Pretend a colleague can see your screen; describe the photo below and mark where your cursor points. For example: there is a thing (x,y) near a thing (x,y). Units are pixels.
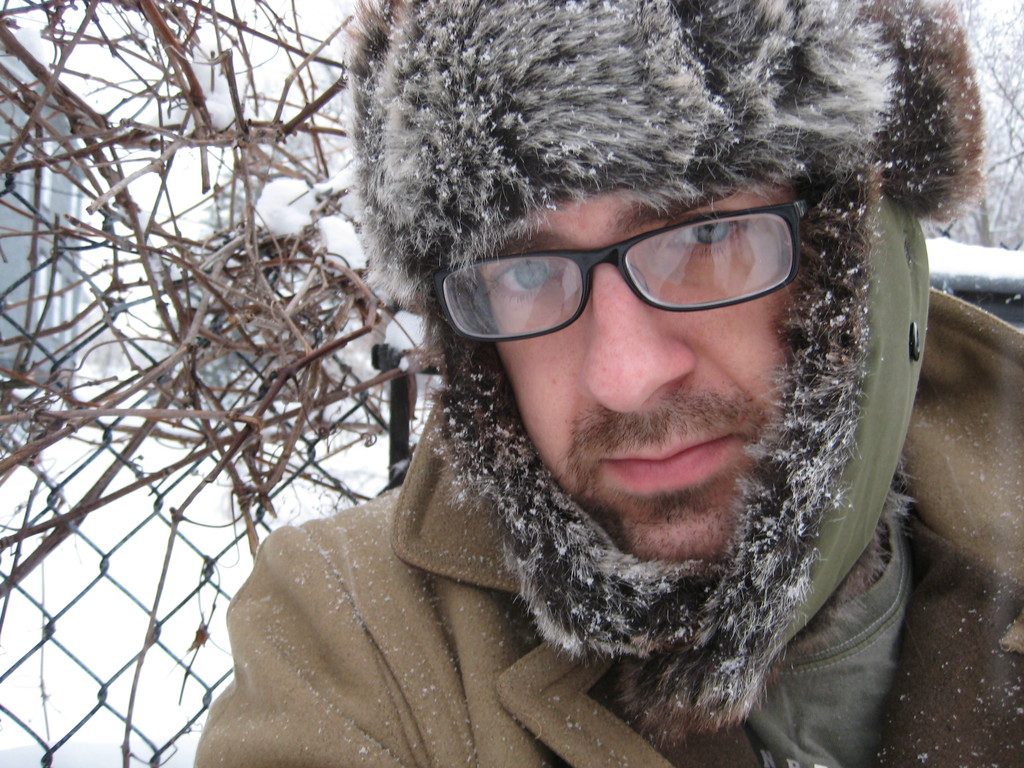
In the image there is a man (610,523), he is wearing a jacket (307,564). Behind the man (658,667) there is a fence (153,498) and on the fence (148,280) there are many dry branches (194,90), there is a huge snow fall (5,507).
